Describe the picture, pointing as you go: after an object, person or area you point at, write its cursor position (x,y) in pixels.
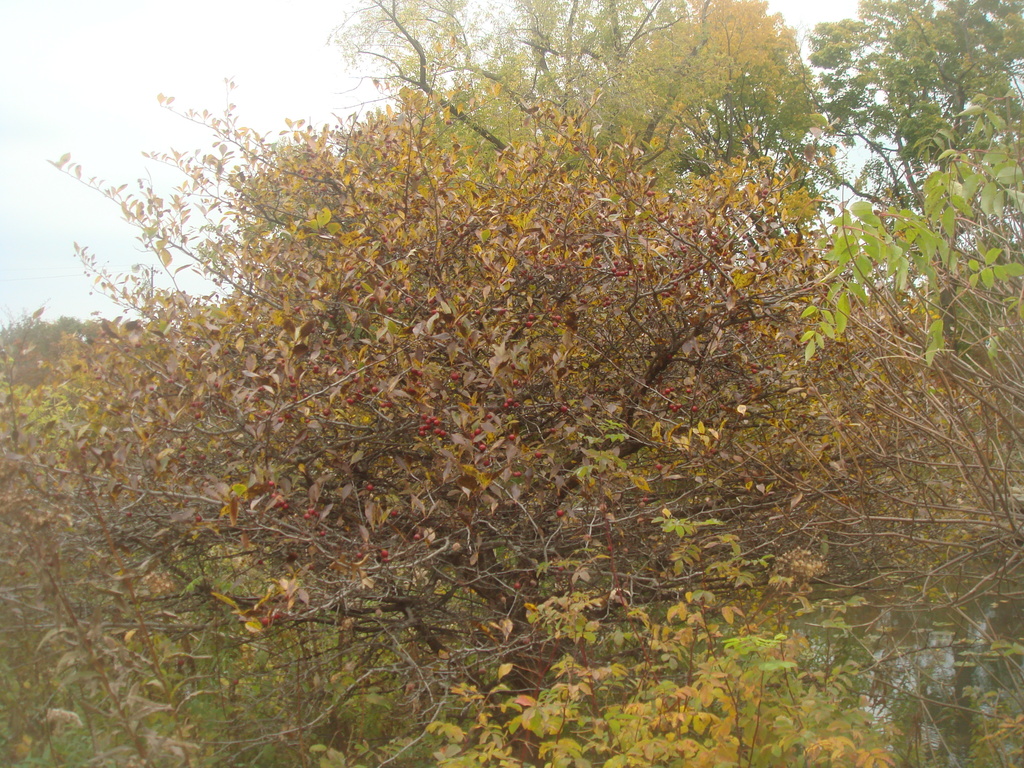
In this picture there are trees (605,408).
